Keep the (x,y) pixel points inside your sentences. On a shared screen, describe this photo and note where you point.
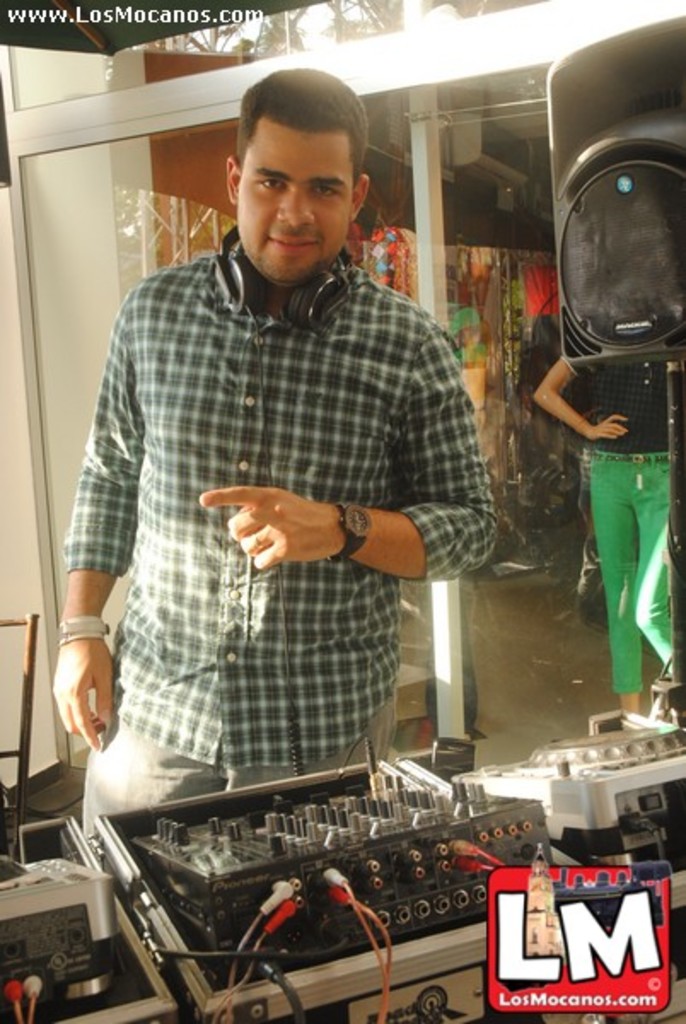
In this image we can see a man (483,552) standing wearing a headset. We can also see a table (277,997) in front of him containing some devices (301,920) with wires (368,931) on it. On the top right (613,218) we can see a speaker box (614,241). On the backside (653,500) we can see a person (624,493) standing, the glass doors (553,521), a metal frame (431,237) and a tree (361,9).
